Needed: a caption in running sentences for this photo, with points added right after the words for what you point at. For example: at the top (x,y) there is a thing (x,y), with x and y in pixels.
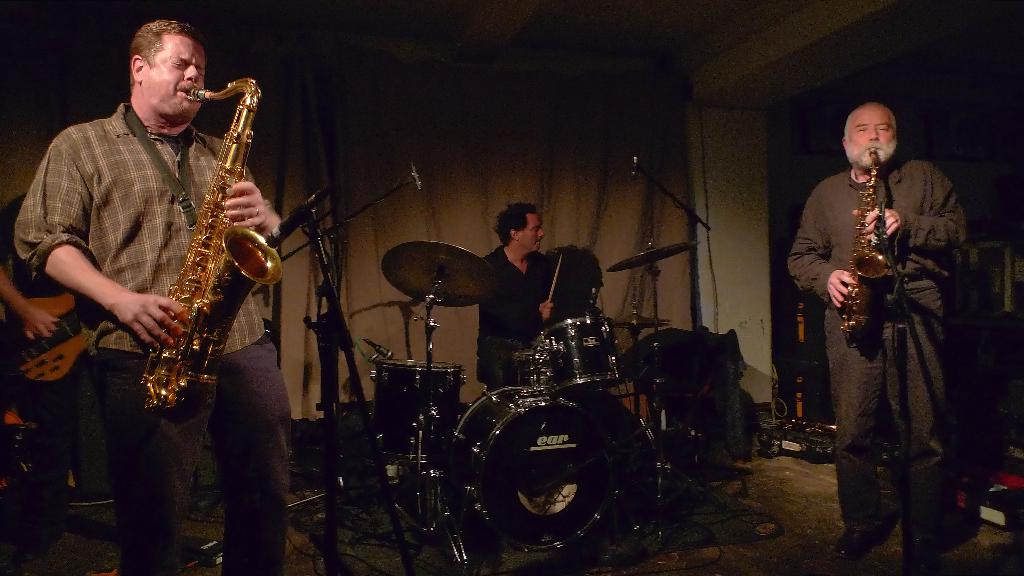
Here there are few persons (172,339) on the floor (360,493) are performing by playing musical instruments (494,392) and we can see mics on a stand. In the background (388,173) there is a curtain (430,199), wall (708,142) and other objects (778,448).
